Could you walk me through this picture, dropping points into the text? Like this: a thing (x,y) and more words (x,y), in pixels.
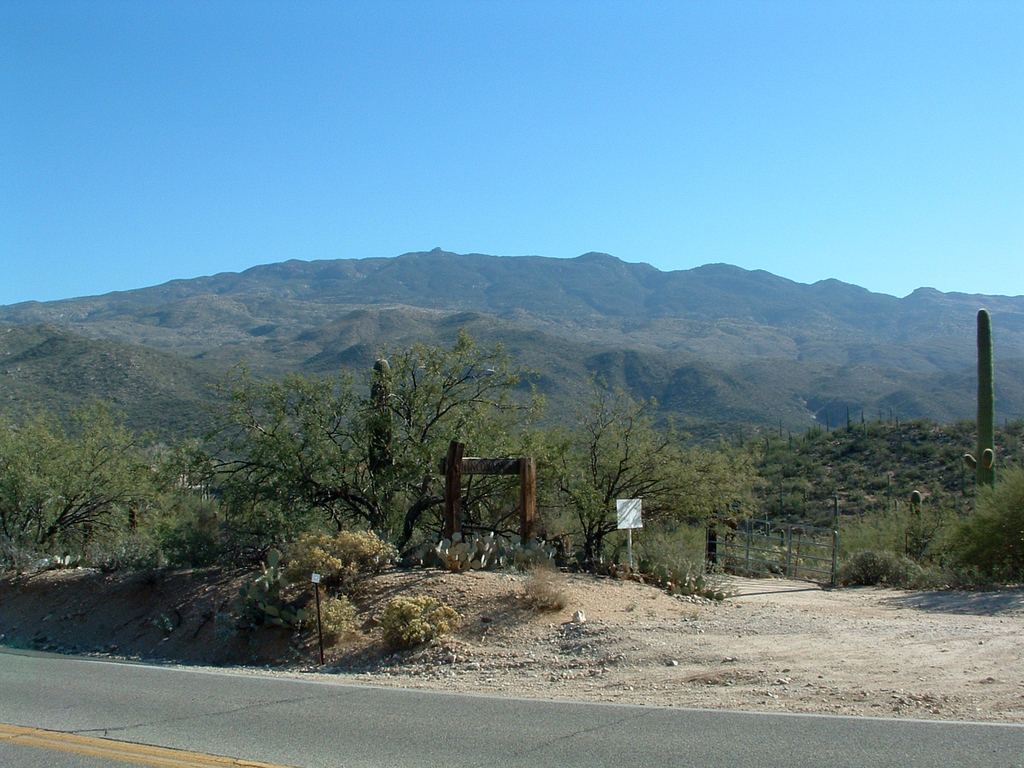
In this image we can see the road (464,751), poles (321,619), board (632,517), wooden arch (526,480), trees (487,483), hills (568,419) and the blue sky (383,135) in the background (783,143).
